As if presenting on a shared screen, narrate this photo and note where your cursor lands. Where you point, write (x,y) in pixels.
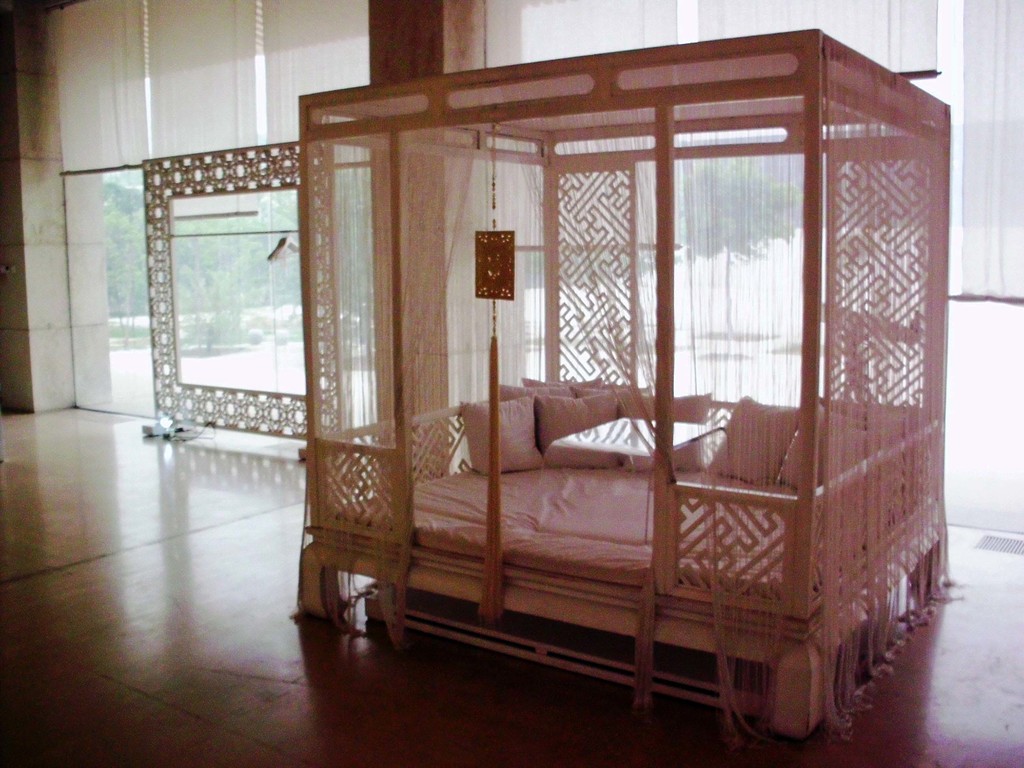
In this image, I can see a four poster divan (444,583) with cushions (625,416), table (610,433), curtains (513,361) and an object (499,362). On the left side of the image (241,399), I can see a frame (156,215) on the floor (183,549). In the background (992,135), there are white curtains (160,144) and I can see trees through the glass doors (1003,438).
